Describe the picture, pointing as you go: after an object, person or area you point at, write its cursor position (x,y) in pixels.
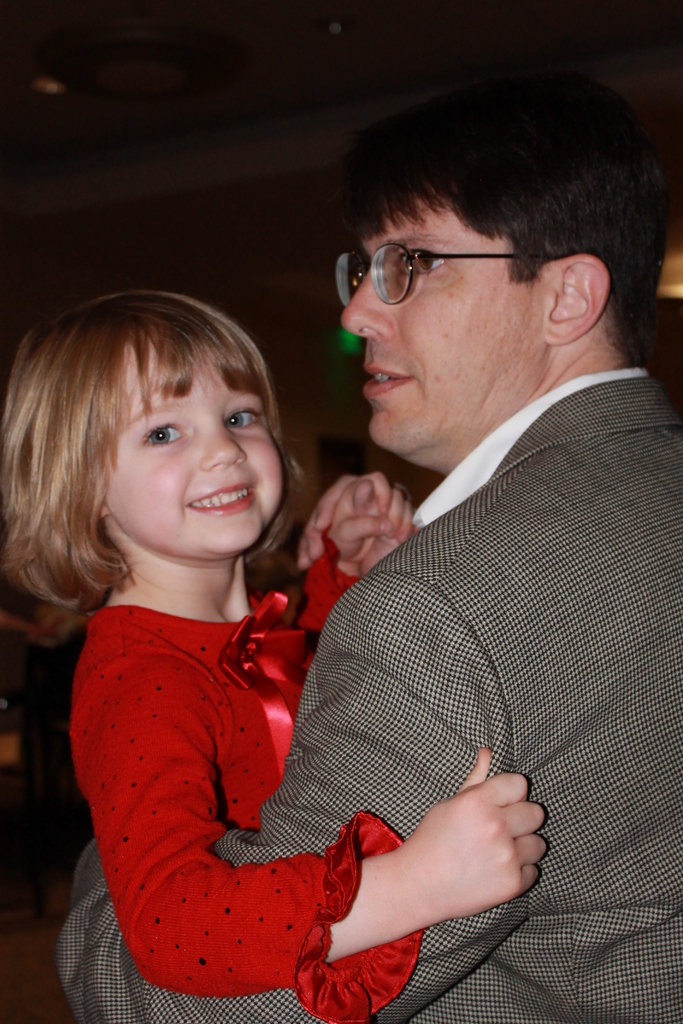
Here in this picture we can see a man (312,819) in a suit (493,992) holding a child (294,701) in a red colored dress (134,813) in his hands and the child (225,605) is smiling and we can see spectacles (403,250) on the man (443,298) over there.
